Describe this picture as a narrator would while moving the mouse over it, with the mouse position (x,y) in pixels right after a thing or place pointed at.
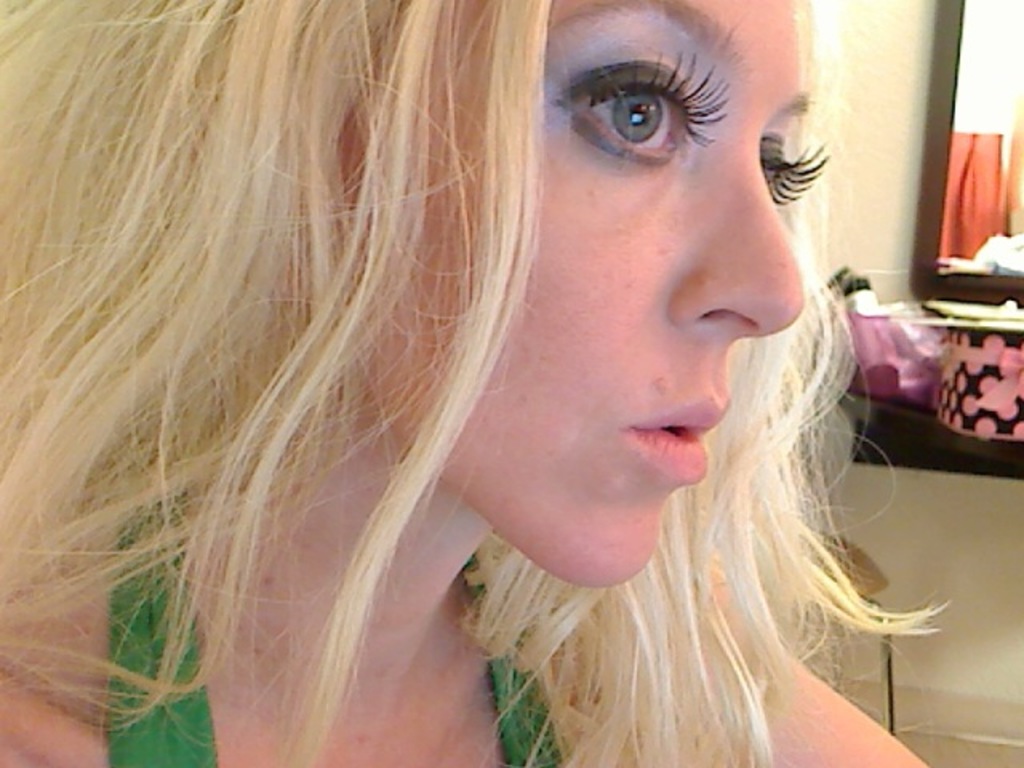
In this image in the front (424,364) there is a woman (522,412). In the background (996,389) there are objects (964,392) which are pink in colour and there is a mirror (981,209) on the wall (974,519) and on the mirror (979,187) there is a reflection (985,198) of a curtain (990,194) which is red in colour.
